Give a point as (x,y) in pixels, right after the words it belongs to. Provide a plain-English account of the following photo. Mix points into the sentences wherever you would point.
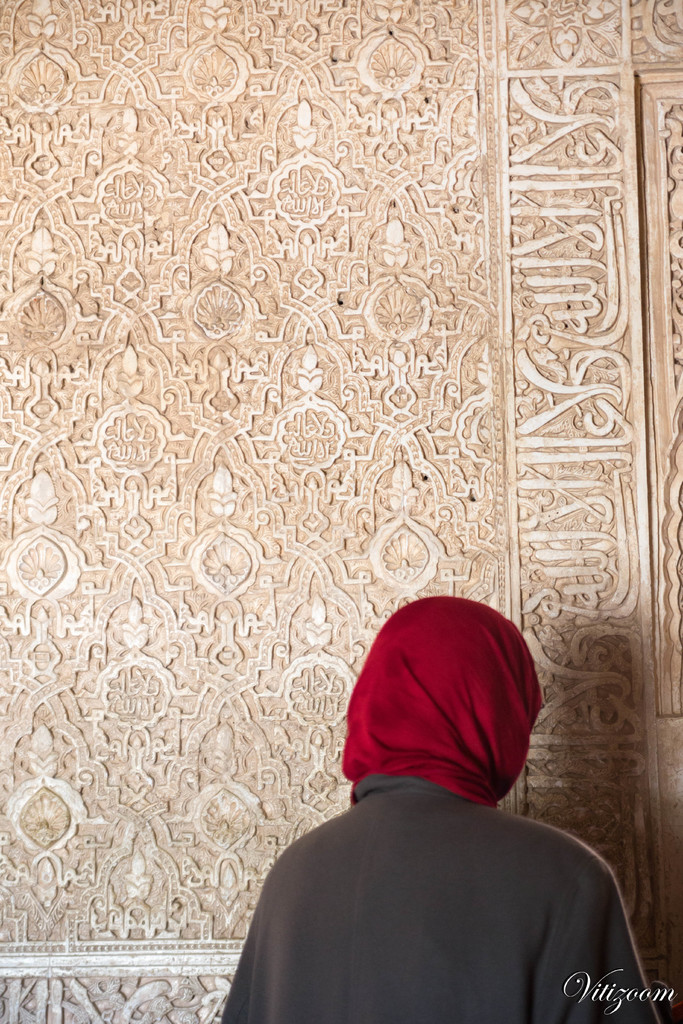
At the bottom of the image (410,928) there is a lady (497,990). There is some text (590,989). In the background of the image (207,830) there is wall (284,539) with carvings (271,371).
